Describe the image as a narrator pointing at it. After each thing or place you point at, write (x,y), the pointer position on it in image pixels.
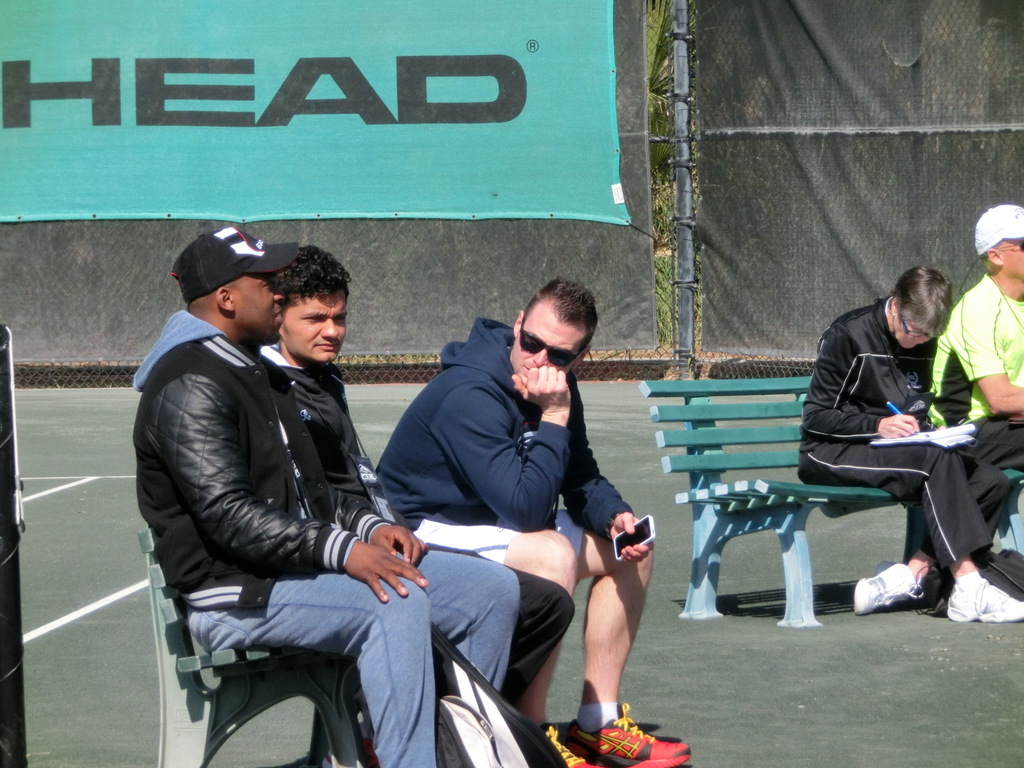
In this image there are people (348,517), benches (783,488), banners (468,101), mesh (696,223) and objects (690,247). People (969,352) are sitting on benches (738,513). Among them one person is holding a mobile (649,522) and another person (853,408) is holding an object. Something is written on the banner (266,82).
